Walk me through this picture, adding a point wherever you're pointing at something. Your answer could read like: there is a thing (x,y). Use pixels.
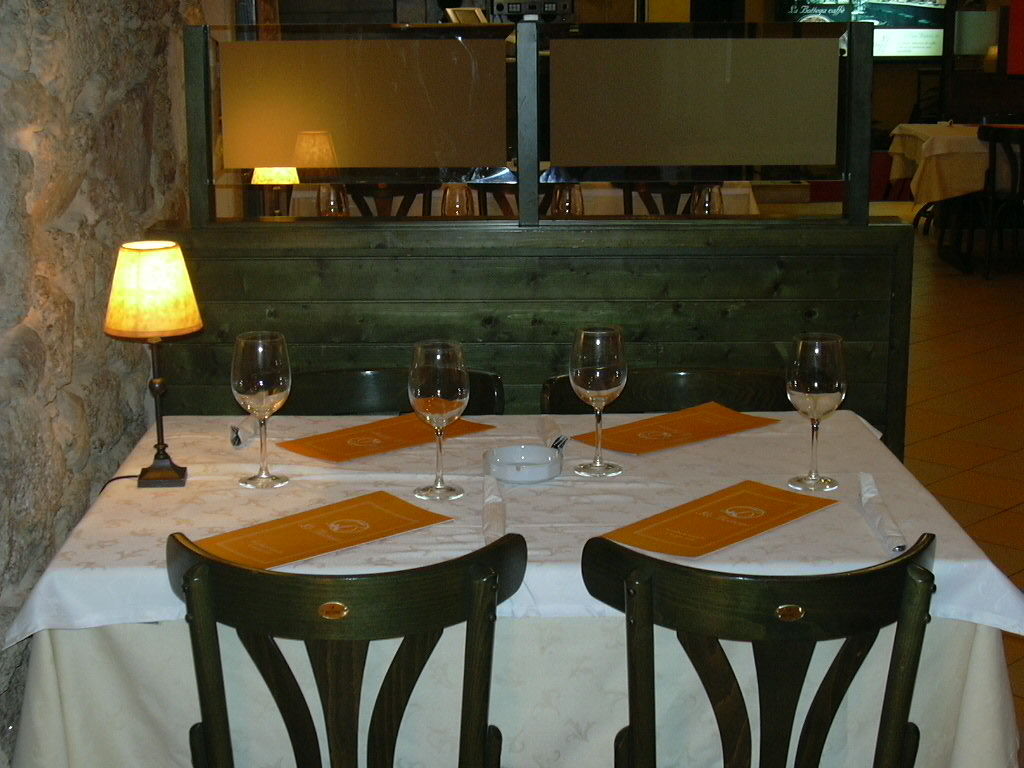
In this picture we can see a table (809,566) with glasses (829,370), lamp (128,305), bowl (538,463), menu cards (591,438) on it, chairs (336,374), wall (94,171) and in the background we can see tables (951,131) and chairs (423,192) on the floor (959,353).
